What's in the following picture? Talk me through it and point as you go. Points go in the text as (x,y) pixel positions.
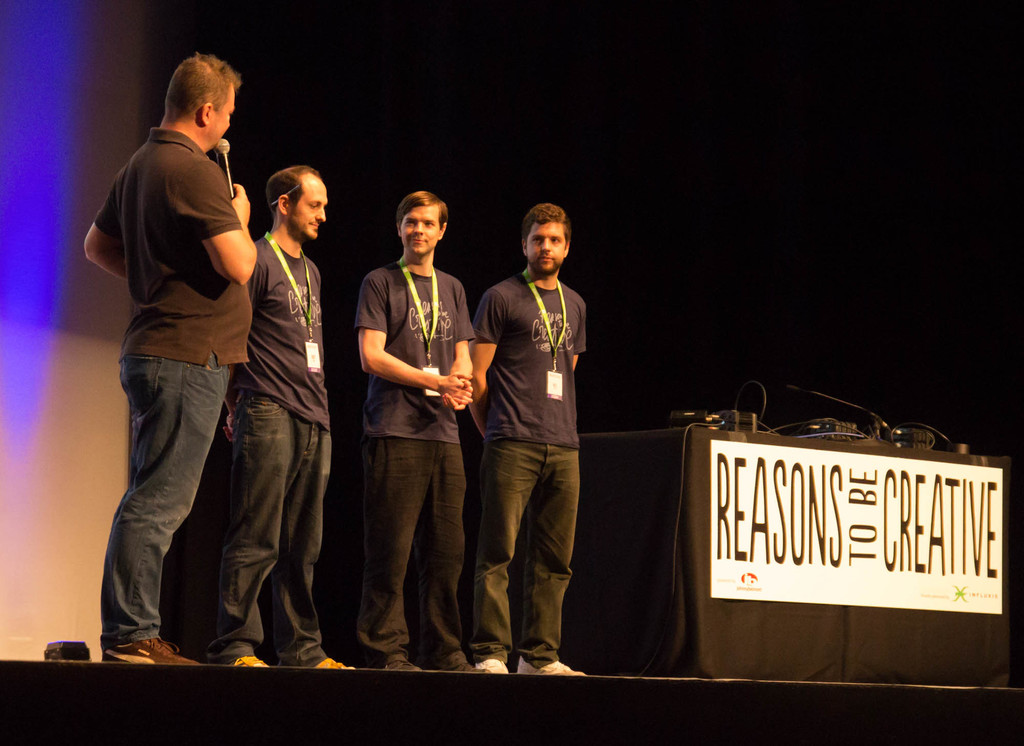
In this image we can see people (230,226) standing. The man (213,219) standing on the left (219,361) is holding a mic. On the right (846,442) there is a table (766,657) and we can see mics (872,433) placed on the table (852,441). In the background (80,146) there is a light (47,517).
